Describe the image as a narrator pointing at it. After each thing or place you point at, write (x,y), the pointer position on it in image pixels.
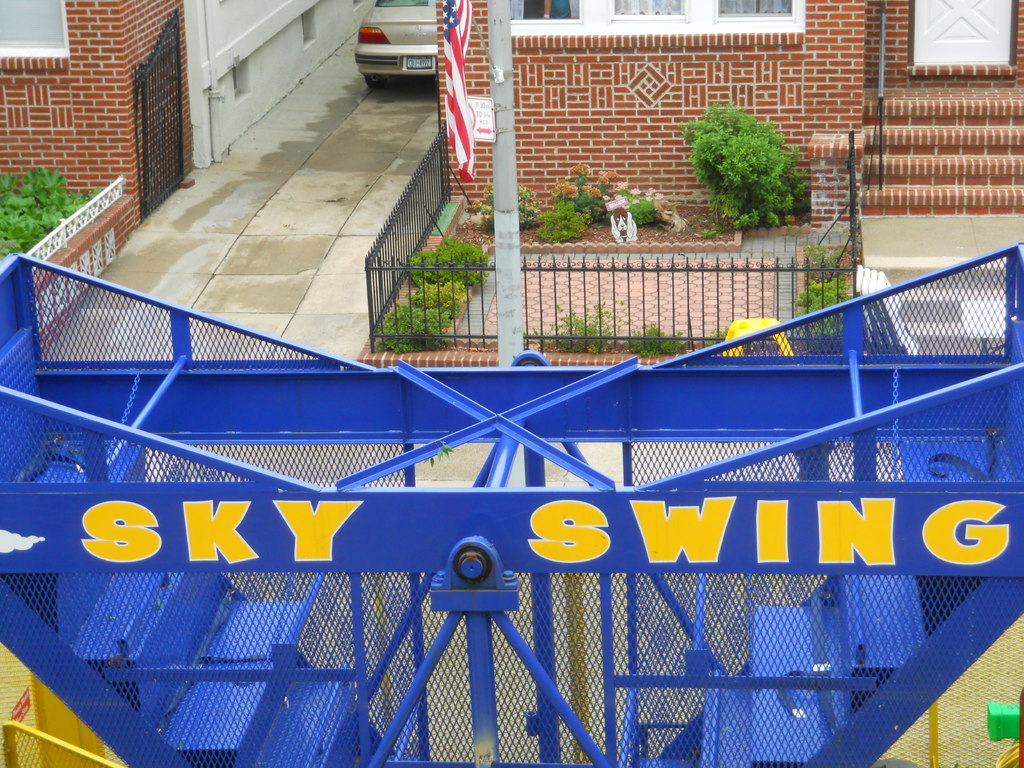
In the foreground of this image (629,679), there is an object (540,664) and text (231,527) written as ¨ SKY SWING¨. In the background (591,122), there is wall (546,104), gate (174,83), railing (408,241), planters (724,180), path (360,220), a vehicle (399,50), flag (457,94), pole (501,119), door (974,19) and the stairs (953,149).
